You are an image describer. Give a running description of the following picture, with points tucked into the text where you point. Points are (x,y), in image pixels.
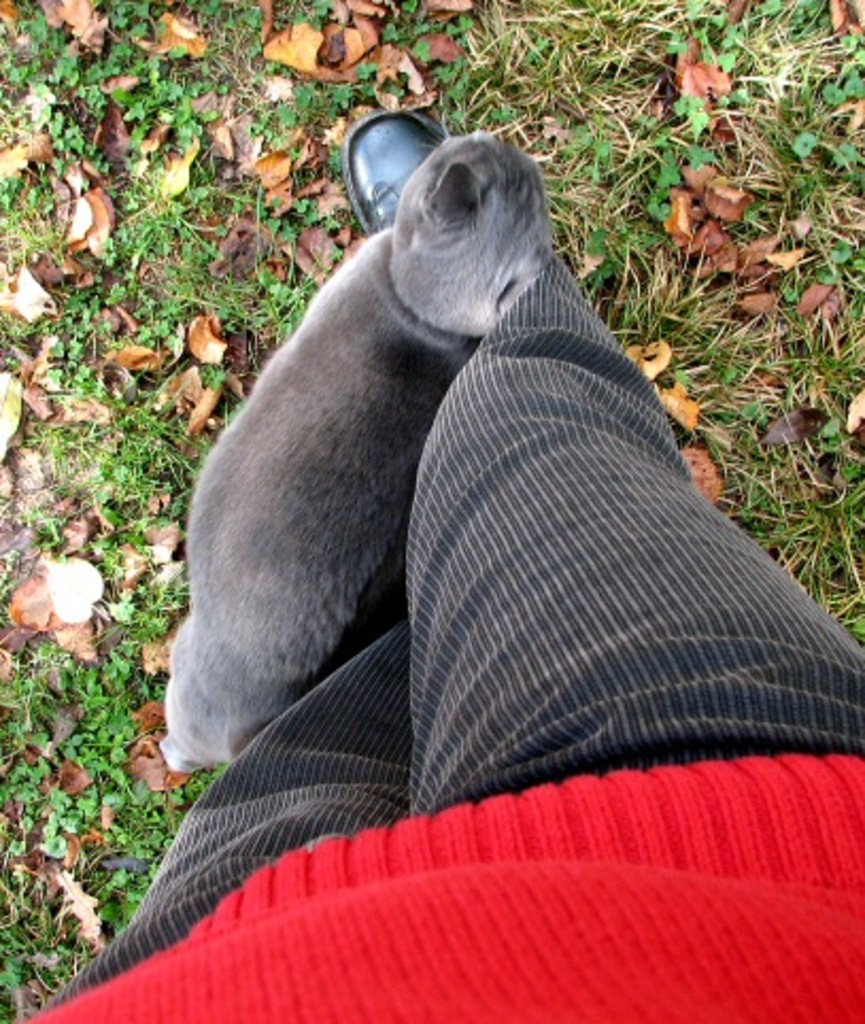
As we can see in the image there is a ash colour cat (375,425) who is standing closer to a person (466,573) who is wearing red shirt (587,940) and black and white striped pant (568,511) and they both are standing on the ground (594,169) which is covered with grass (68,749) and dry leaves (143,751).
